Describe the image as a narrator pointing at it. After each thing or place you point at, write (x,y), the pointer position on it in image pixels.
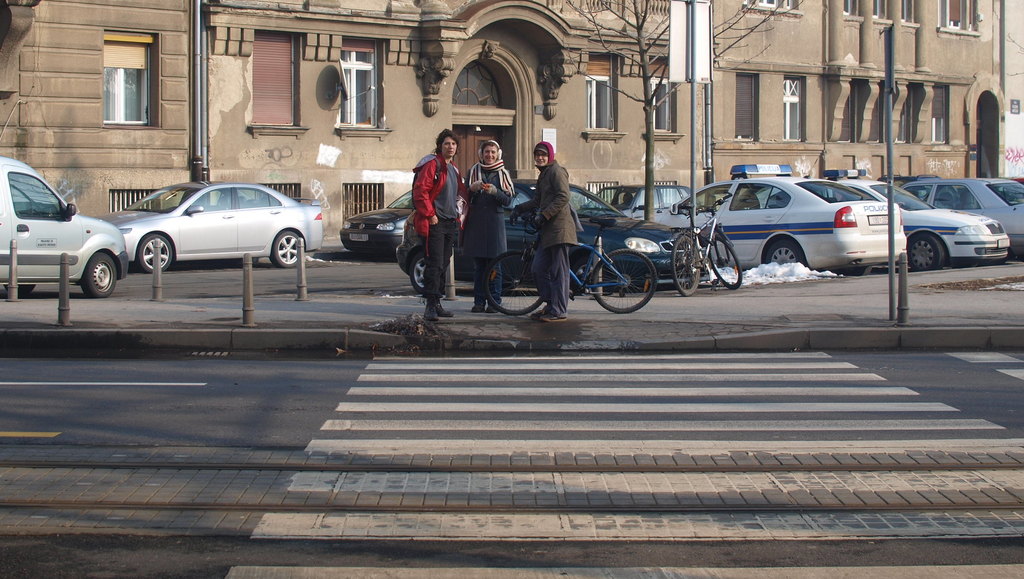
In this image a person (431,186) wearing a red jacket (425,199) is standing on the pavement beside to a person (507,175) wearing a scarf (504,172). Beside there is a person (559,236) leaning on the bicycle (613,294) which is on the pavement (766,304) having few bicycle (712,242) and few cars (843,250) on it. There is a pole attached with the board (681,43). Beside there is a tree (646,96). Beside the bicycle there is some snow (779,280). There are few poles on the pavement (755,317). Bottom of image (647,497) there is road (561,502). Top of image (635,110) there is a building (283,86) having few doors (474,155) and windows (359,91).
